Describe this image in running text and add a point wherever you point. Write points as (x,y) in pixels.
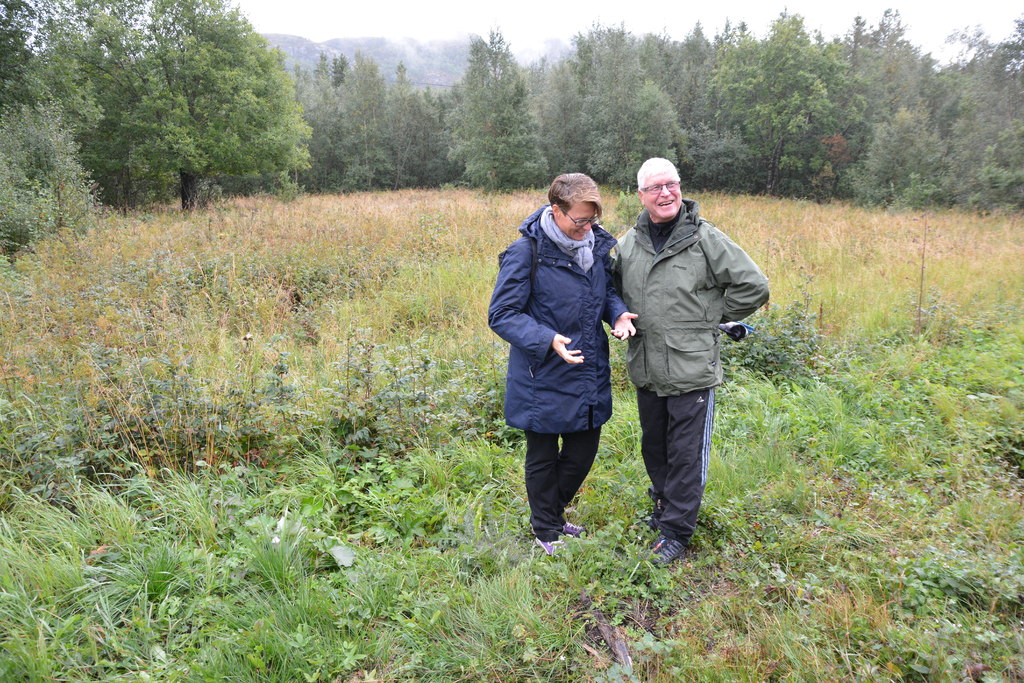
In the image we can see there are people (573,392) standing on the ground (484,449) and wearing jackets (520,411). The ground (363,453) is covered with grass (450,530) and behind there are lot of trees (504,127).
